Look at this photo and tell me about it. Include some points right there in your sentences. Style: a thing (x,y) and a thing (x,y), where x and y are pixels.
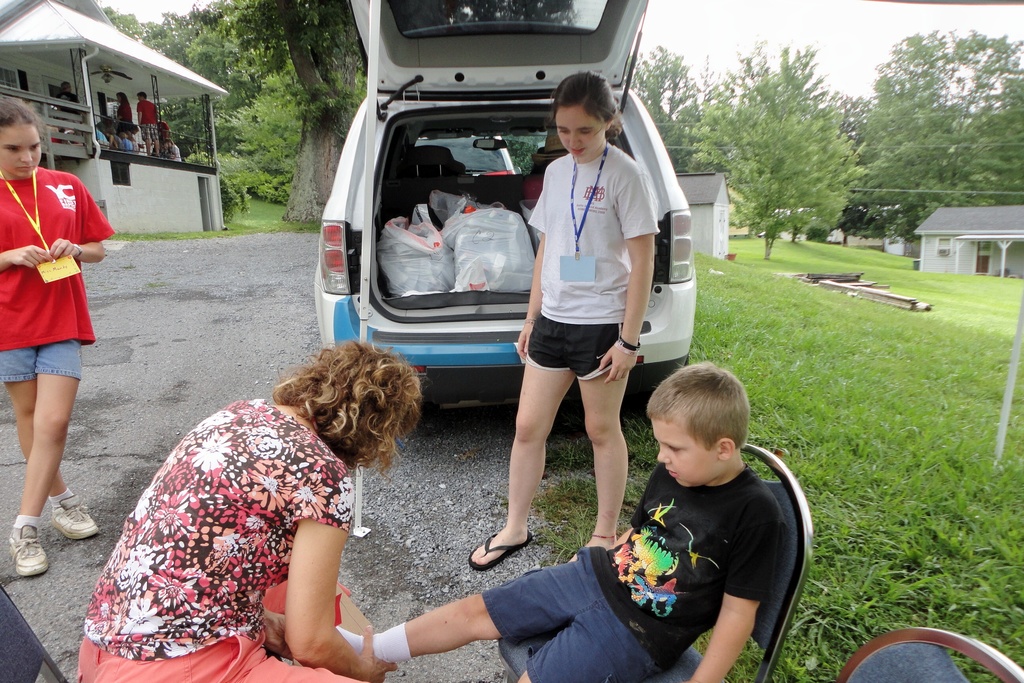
In the center of the image (401,312) there is a car (352,230) and we can see bags (423,266) placed in the trunk (467,185). At the bottom (710,513) we can see a boy (709,449) sitting on the chair (693,662). On the left (208,631) there is a lady (253,633) sitting and holding a boy's leg (361,642). In the background (539,402) there are girls (19,372) standing. On the left (132,219) there is a shed (152,180) and we can see people (123,136) standing in the shed (120,169). In the background (293,121) there are trees (874,177) and sky (822,45).
